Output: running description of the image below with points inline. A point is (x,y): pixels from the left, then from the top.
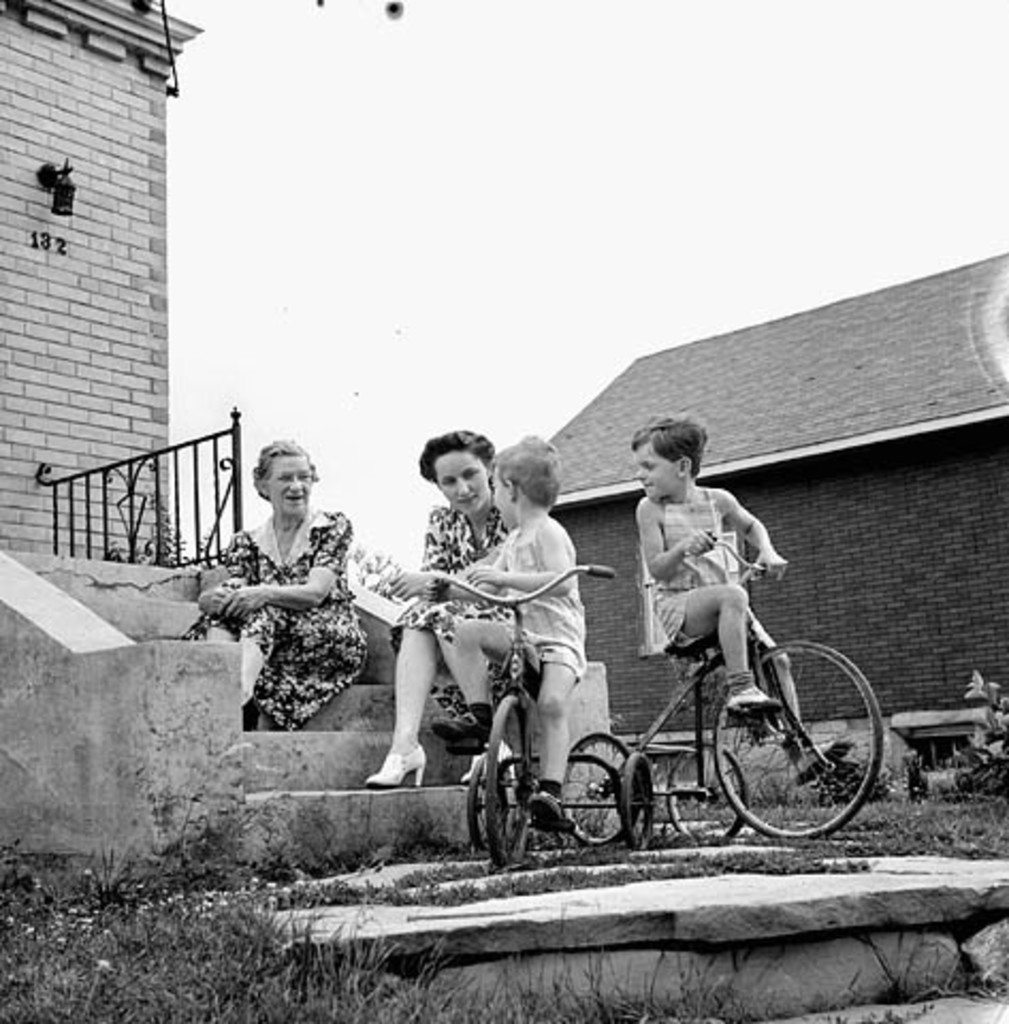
It is a black and white image. In this image, we can see two women (319,642) are sitting on the stairs (382,676). Here we can see two kids (700,573) are sitting on the vehicle seats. At the bottom (97,979), we can see plants (903,1000), grass (273,985) and stone (469,916). Background (100,382) we can see walls (108,344), houses (110,372), grill (177,468) and sky (276,228). Here we can see few numbers (51,233) and object (62,194).
